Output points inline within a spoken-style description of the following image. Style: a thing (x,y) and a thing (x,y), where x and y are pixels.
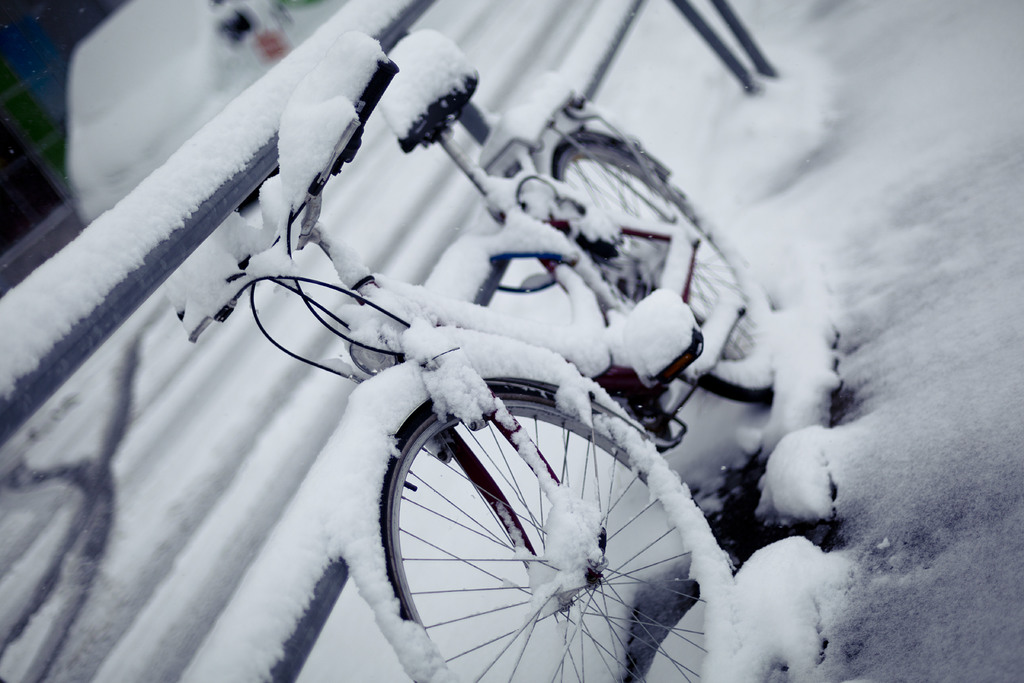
In this picture we can see a bicycle (735,384), snow (720,303), beside this cycle (706,220) we can see a fence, vehicle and some objects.
